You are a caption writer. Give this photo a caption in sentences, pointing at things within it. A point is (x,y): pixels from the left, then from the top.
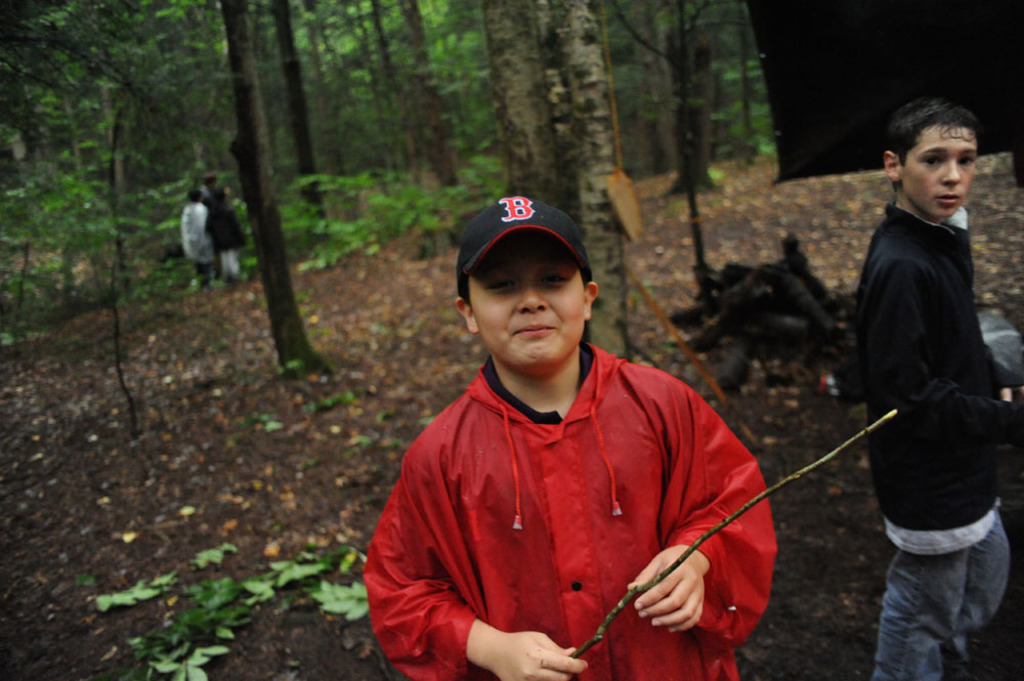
Here in the front (886,393) we can see two children (464,471) standing on the ground (852,418) over there and the person (661,456) in the middle (585,418) is wearing a red colored jacket (570,454) and a cap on him and he is holding a stick (706,534) in his hand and the person (912,366) on right side (911,352) is wearing a black colored jacket (907,393) on him and we can see trees (263,14) present all over there and we can see plants (413,214) also present here and there and in the far we can see some people (203,235) also standing over there.
